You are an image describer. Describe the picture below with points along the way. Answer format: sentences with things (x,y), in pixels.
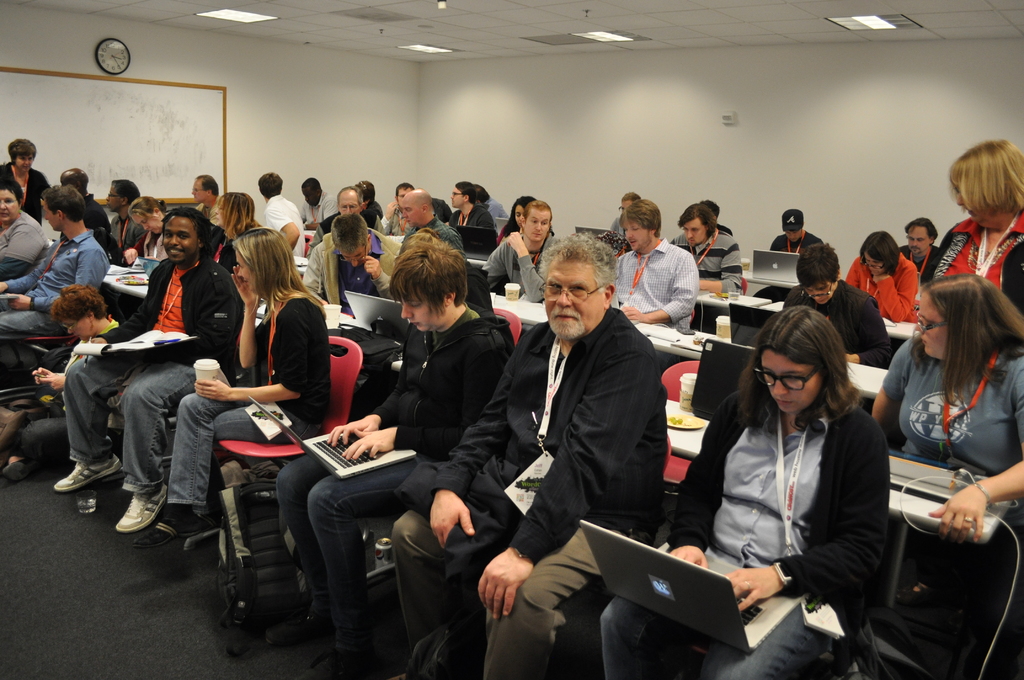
In this image I can see group of people (612,495) sitting and I can also see few laptops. In front (770,498) the person (741,498) is working on the laptop (631,556) and the person (852,524) is wearing black jacket (852,524) and gray color shirt (750,517), and I can also see few glasses (685,404), plates (698,419) on the table (706,421). Background (121,93) I can see a board (110,135) and a clock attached to the wall (259,135) and the wall (394,128) is in white color, and I can also see few lights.
